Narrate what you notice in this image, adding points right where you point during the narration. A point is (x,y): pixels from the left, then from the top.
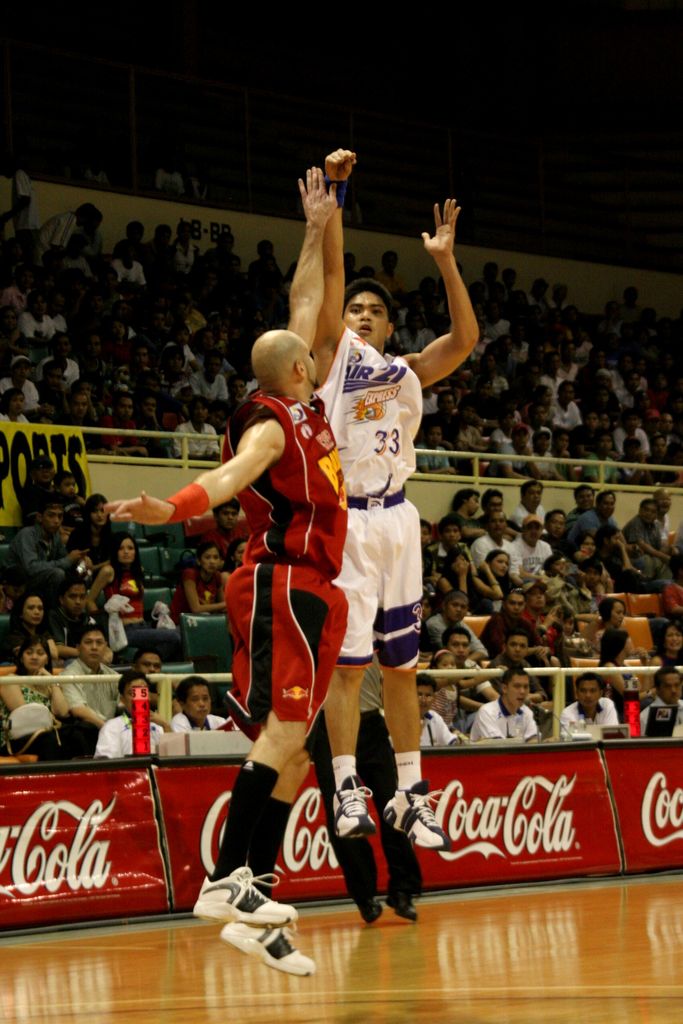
In this image I can see two persons (384,601), the person (343,596) at left (223,874) is wearing black and red color dress (288,591) and the person (381,579) at right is wearing white color dress (386,553). Background (551,837) I can see the banner (306,855) in red color and I can see few persons (497,362) sitting.
